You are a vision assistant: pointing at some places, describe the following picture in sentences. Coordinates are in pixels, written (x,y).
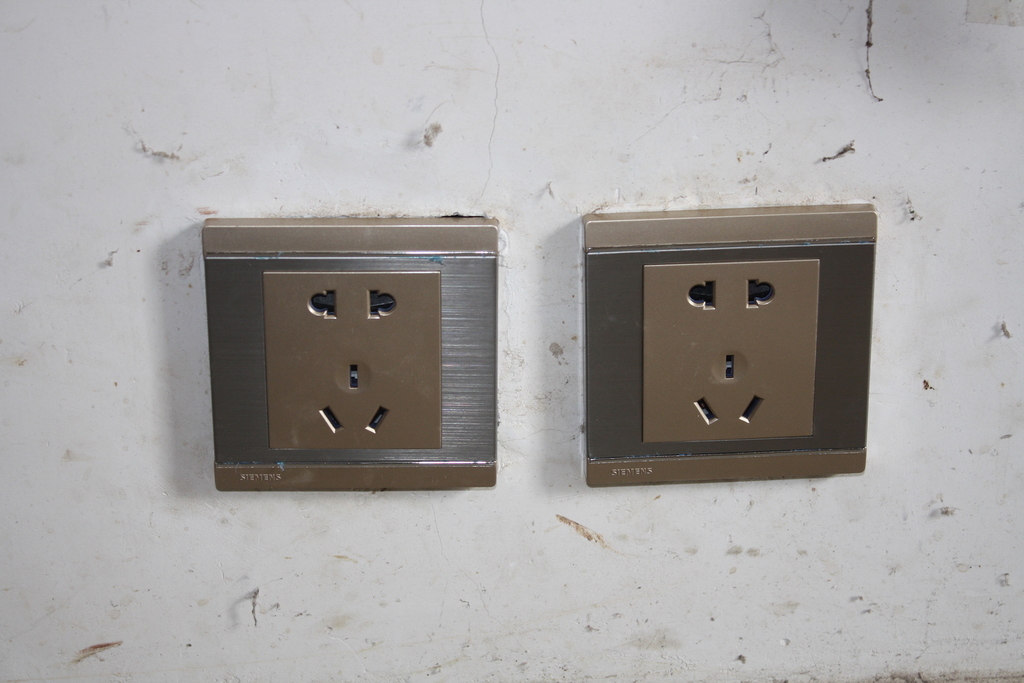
In this image we can see two socket boards (641,326) attached to the wall (398,122).
